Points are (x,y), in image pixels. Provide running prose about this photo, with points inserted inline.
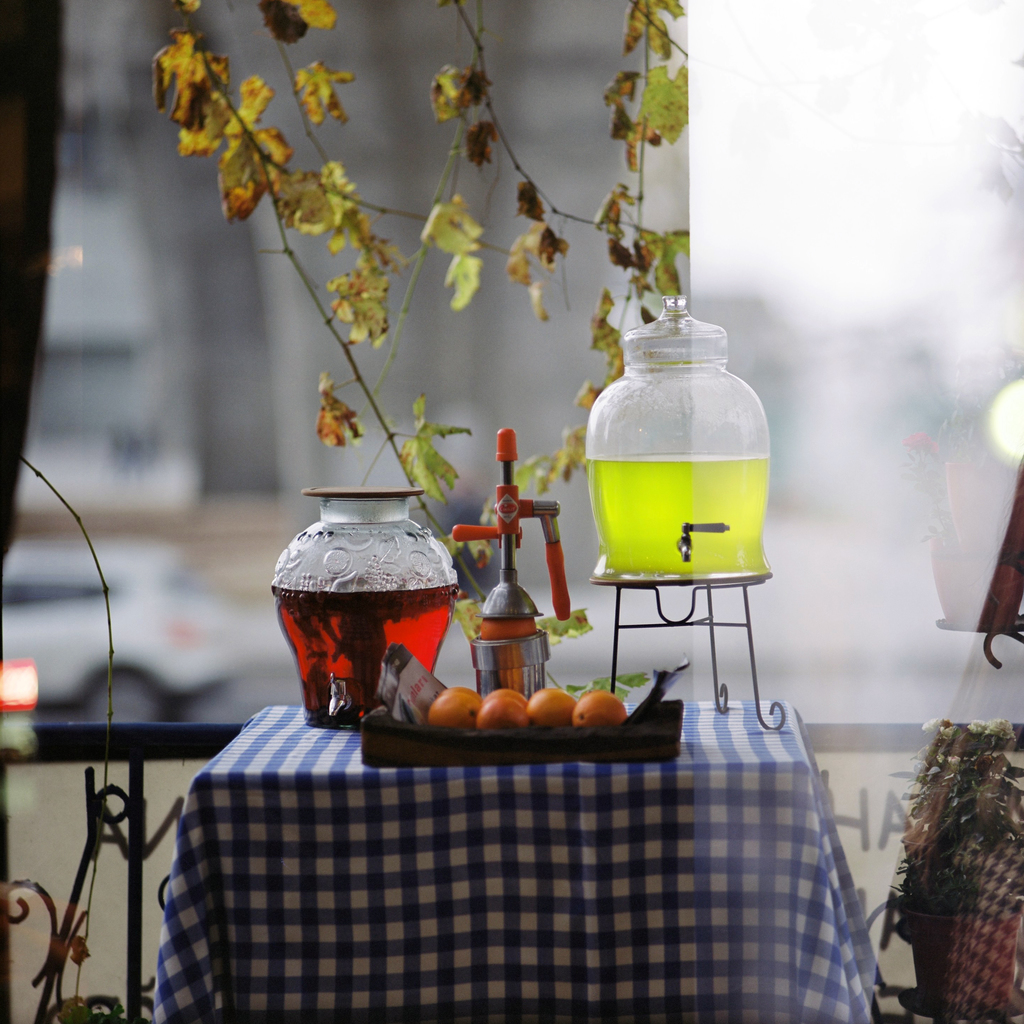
In middle of this picture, we find table (738,795) which is covered with white and blue checks cloth (283,798). On top of the table (719,746), we can find a bowl (560,743) with oranges (613,716) and a glass jar (365,649) with red color juice (367,645). We can even find juicer (536,611) on the table (740,737) which is in the middle of the table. To the right of the table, we find the other glass jar (661,420) which is on stand (655,584). To the left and right of the table (418,804) we have a railing (91,846) and a plant (956,854). Behind that we have a window (799,202) and the branches (280,197) of the trees (379,309) are falling onto the table (730,729). From window (144,586) we can see car (123,582) moving on the road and behind that we can see building (124,263) outside, on the road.
